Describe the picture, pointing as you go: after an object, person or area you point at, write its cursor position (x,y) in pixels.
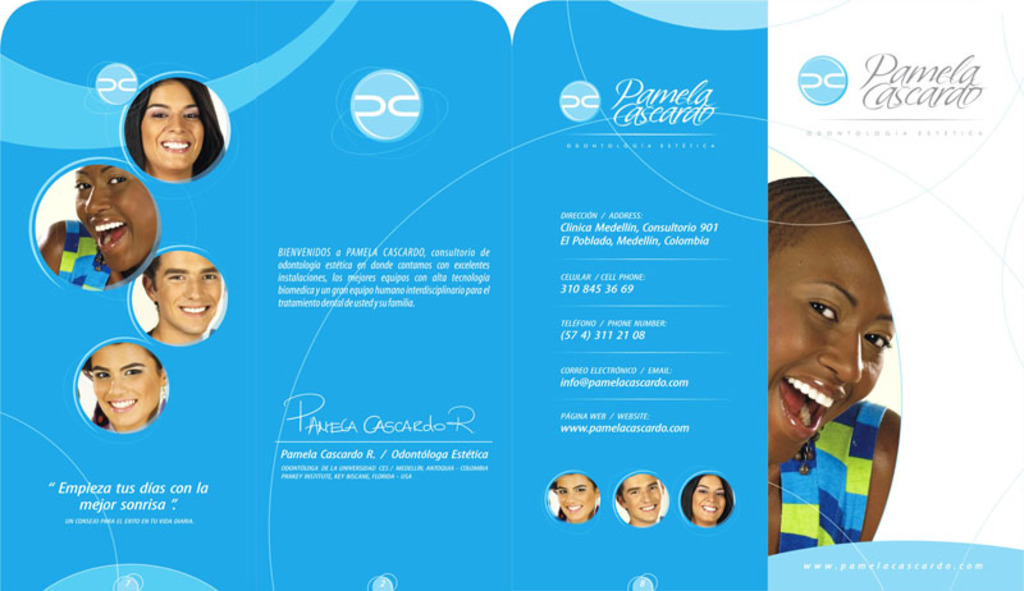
In this image there is a poster (656,353). There are picture (152,265) of a few people (154,285) and text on the poster (352,466).
